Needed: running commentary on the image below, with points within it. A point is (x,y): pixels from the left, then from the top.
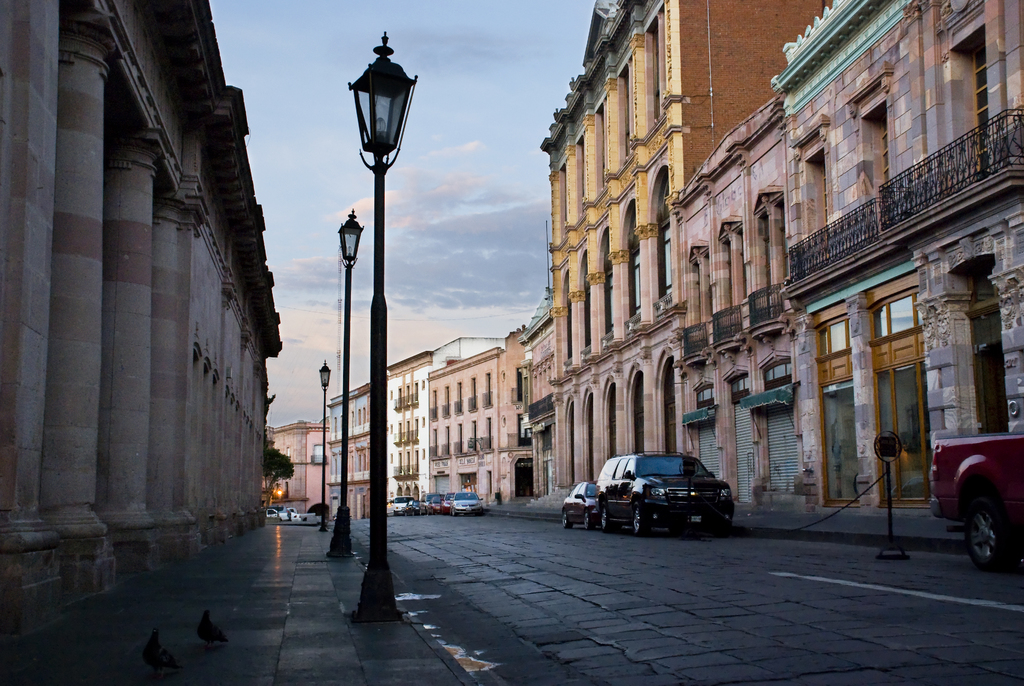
In this image I can see few cars (611,511) on the road (647,549), few black color poles (345,245), the sidewalk (323,552), two birds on the sidewalk (232,641), few buildings (207,415) on the both sides of the road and few trees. In the background (474,274) I can see the sky (415,251).
